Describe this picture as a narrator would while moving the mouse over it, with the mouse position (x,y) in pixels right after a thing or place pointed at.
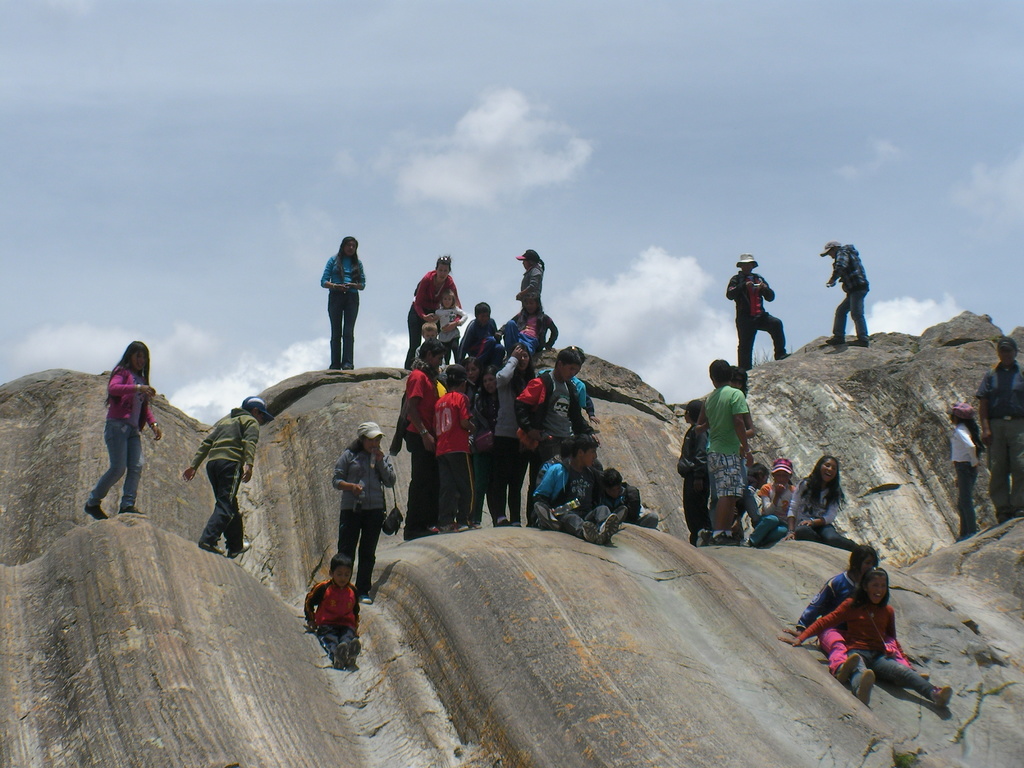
In this image, we can see persons (740,447) and kids (519,332) on rock hill (96,479). There are clouds (437,171) in the sky (598,122).
